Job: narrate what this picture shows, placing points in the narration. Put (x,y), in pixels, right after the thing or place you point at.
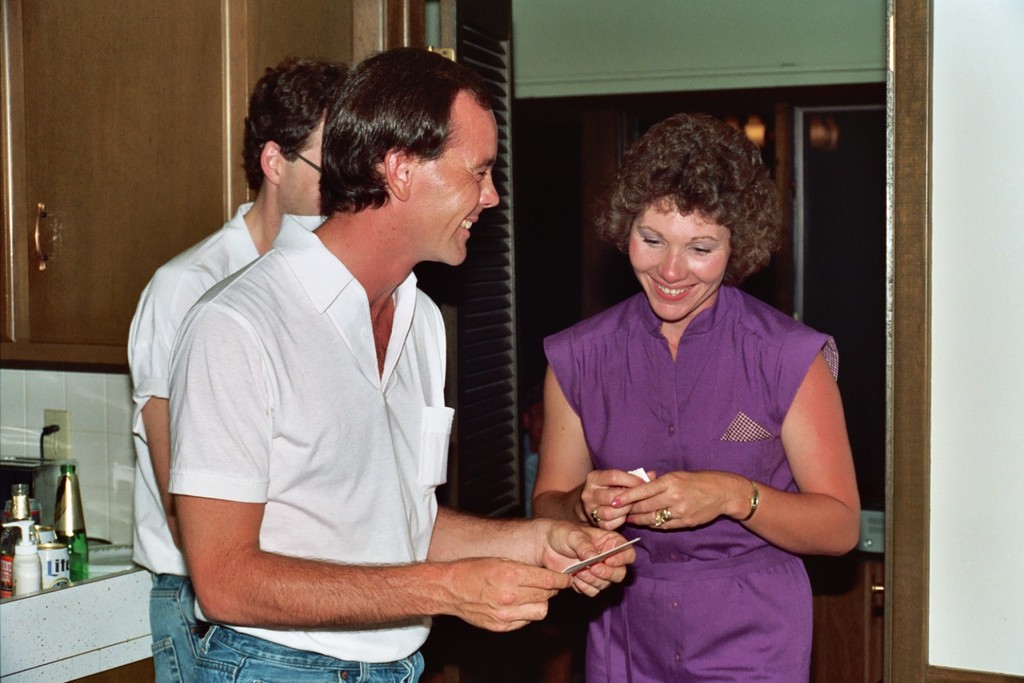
In this image I can see two men (439,324) and a woman (706,396) are standing and smiling. The man (444,246) and the woman (625,473) are holding some objects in hands (584,528). In the background (80,522) I can see bottles (77,527), cupboards (64,205) and other objects (57,570).
